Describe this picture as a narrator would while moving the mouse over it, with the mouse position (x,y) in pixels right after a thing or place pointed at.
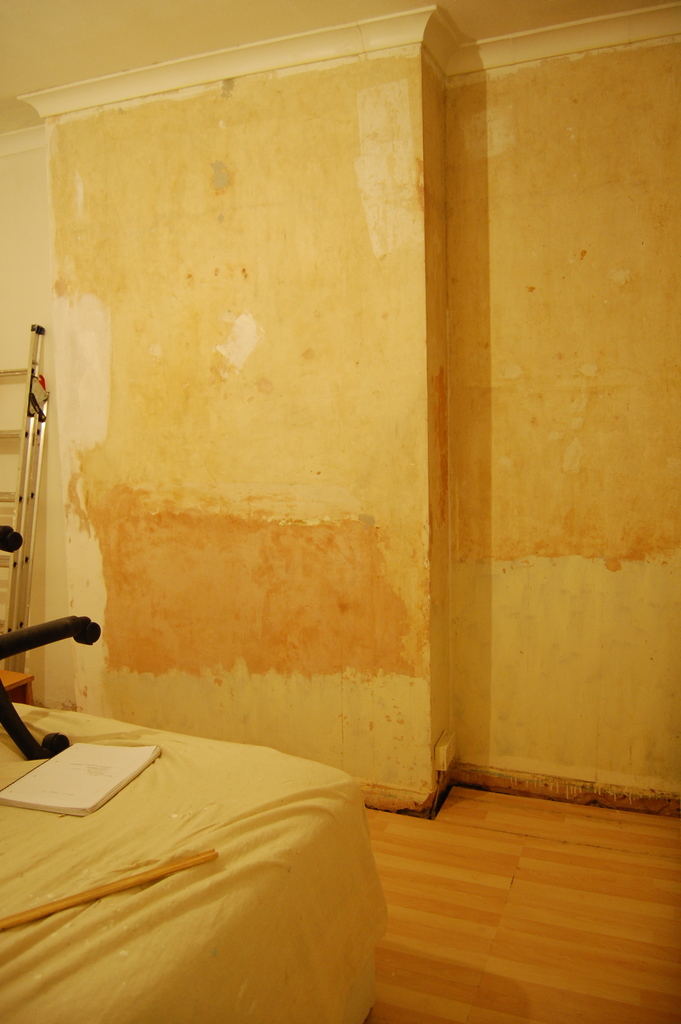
in this picture there is a bed (269,819) at the bottom left (196,909). On the bed (121,804), there are some objects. On the top (371,268), there is a wall (288,268).
